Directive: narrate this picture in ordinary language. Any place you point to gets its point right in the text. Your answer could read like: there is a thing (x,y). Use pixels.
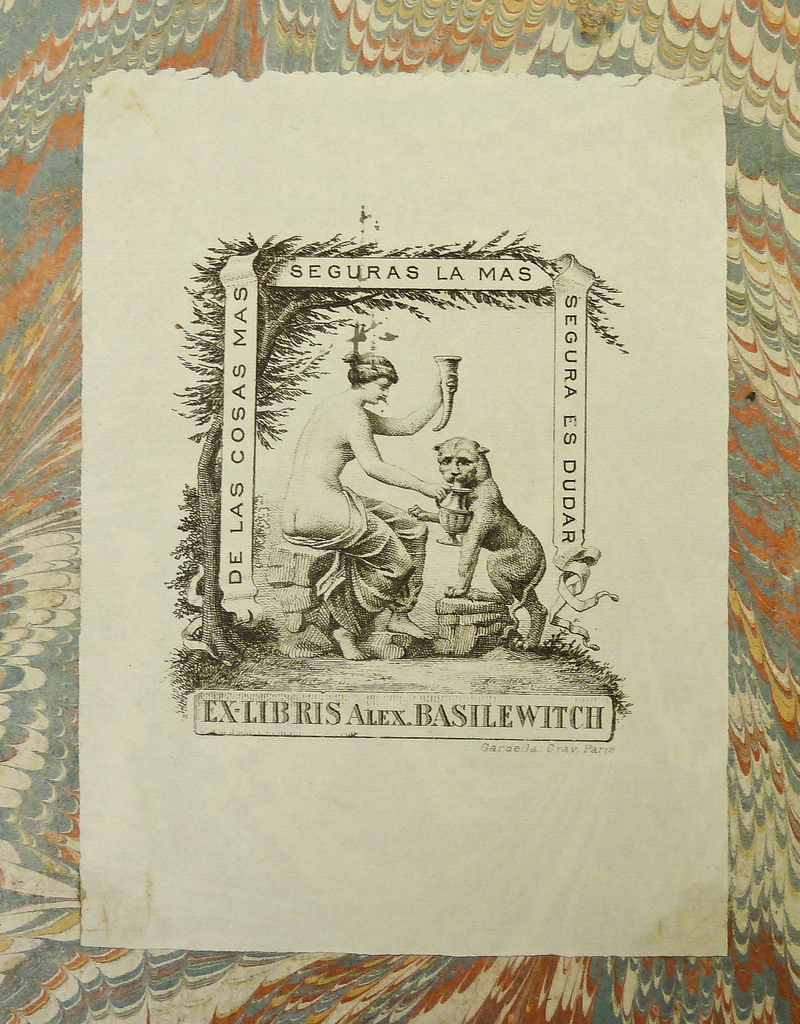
In this image we can see a paper (251,199) attached on a designed platform (78,128) and on the paper (595,712) we can see pictures (576,697) of a person (401,538) sitting on a platform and holding an object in the hands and there is an animal (524,572), trees (272,270), texts (241,412) written on a cloth (222,454) and at the bottom of the picture (359,725) we can see a text (335,714) written on the paper (344,740).
